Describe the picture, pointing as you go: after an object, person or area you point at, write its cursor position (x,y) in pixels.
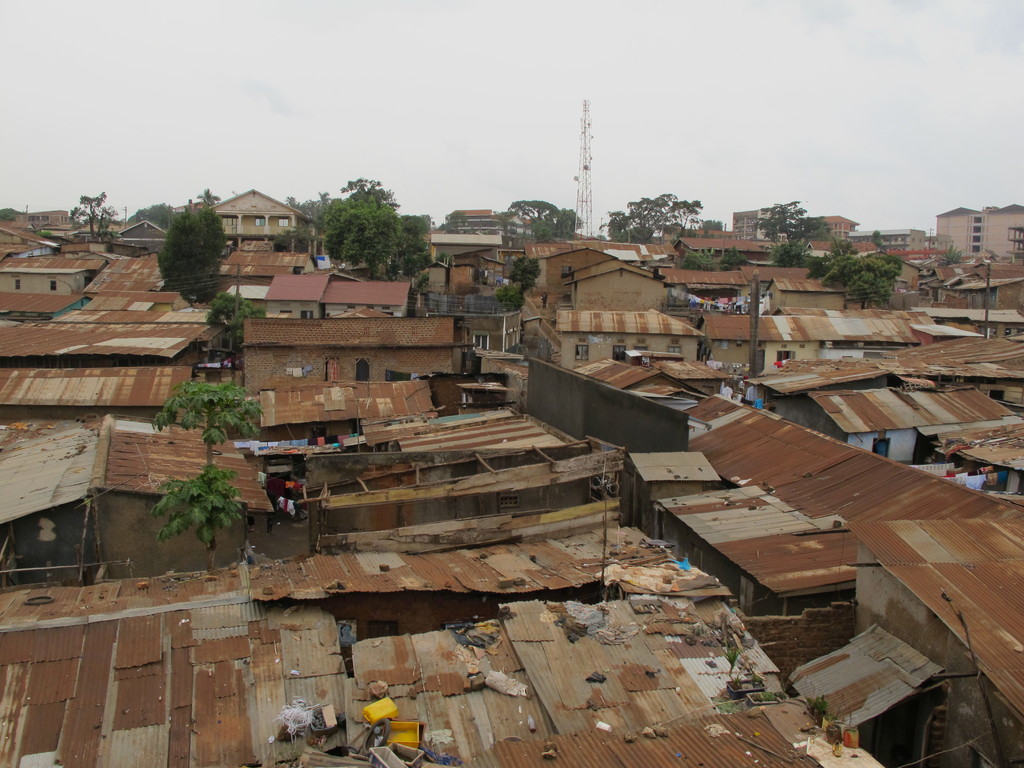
In this picture we can see a top view of the smaller shed houses (466,561). Behind we can see some trees (863,260) and electric tower (579,184). On the top (465,106) there is a sky (465,106) and clouds (612,51).
